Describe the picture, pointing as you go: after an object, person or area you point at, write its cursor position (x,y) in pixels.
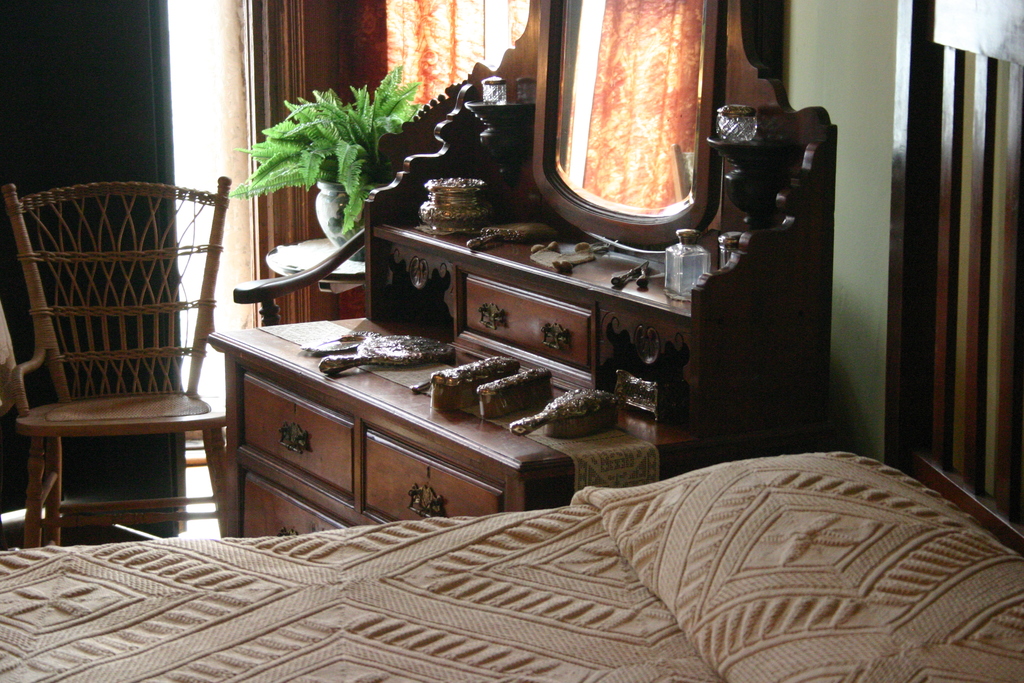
In this image I can see a bed (602,595), a chair (151,427), a plant (302,178) and a dressing table (538,304).
